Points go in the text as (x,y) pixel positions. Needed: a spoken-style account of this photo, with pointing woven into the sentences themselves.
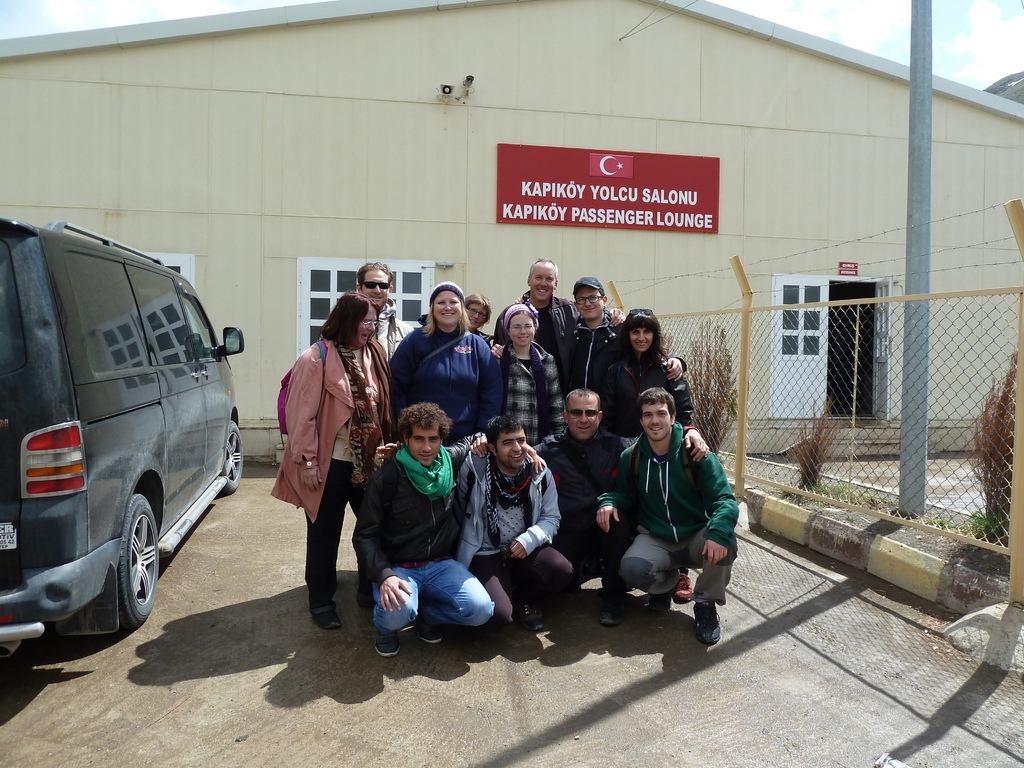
In this image, we can see people (528,479) wearing clothes (438,506). There is a warehouse (191,178) in the middle of the image (664,267). There is a vehicle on the left side of the image (105,284). There is a pole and fence (1023,389) on the right side of the image (1013,434). There is a board (507,160) at the top of the image (636,166).
